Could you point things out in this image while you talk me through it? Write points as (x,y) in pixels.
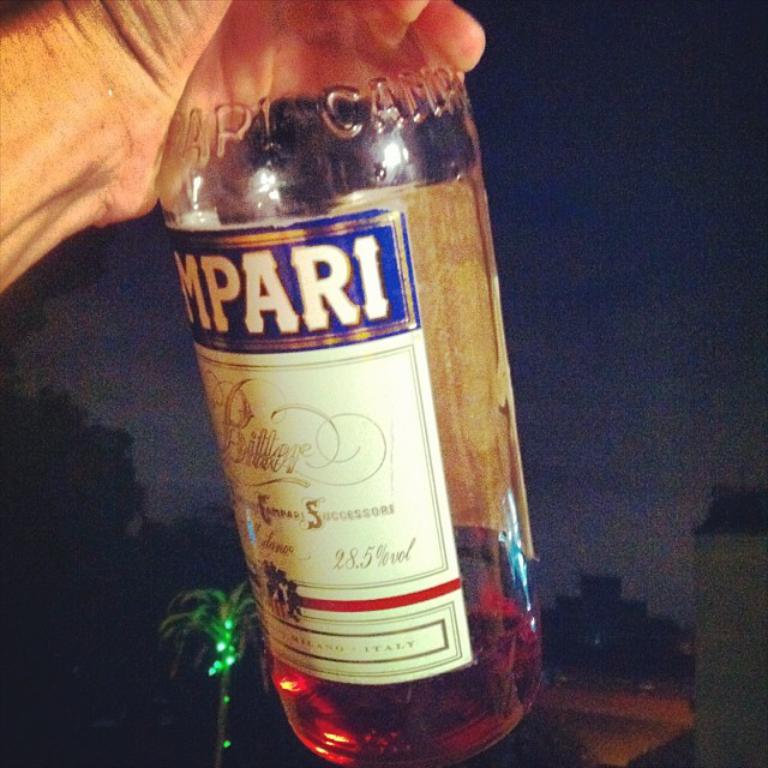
In this image I can see a glass bottle (332,397) in a person hand (114,122).
